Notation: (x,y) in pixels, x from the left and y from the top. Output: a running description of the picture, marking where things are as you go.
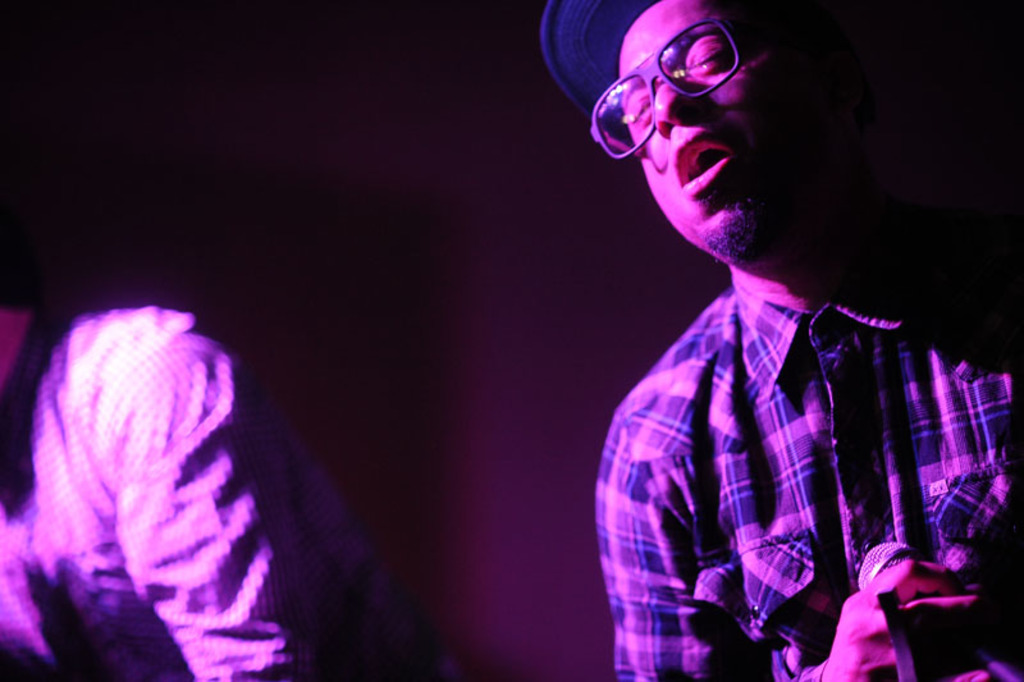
In this image i can see two men (670,421). The right side of the man (741,417) is holding a microphone (876,565) and wearing a glasses (645,105).
